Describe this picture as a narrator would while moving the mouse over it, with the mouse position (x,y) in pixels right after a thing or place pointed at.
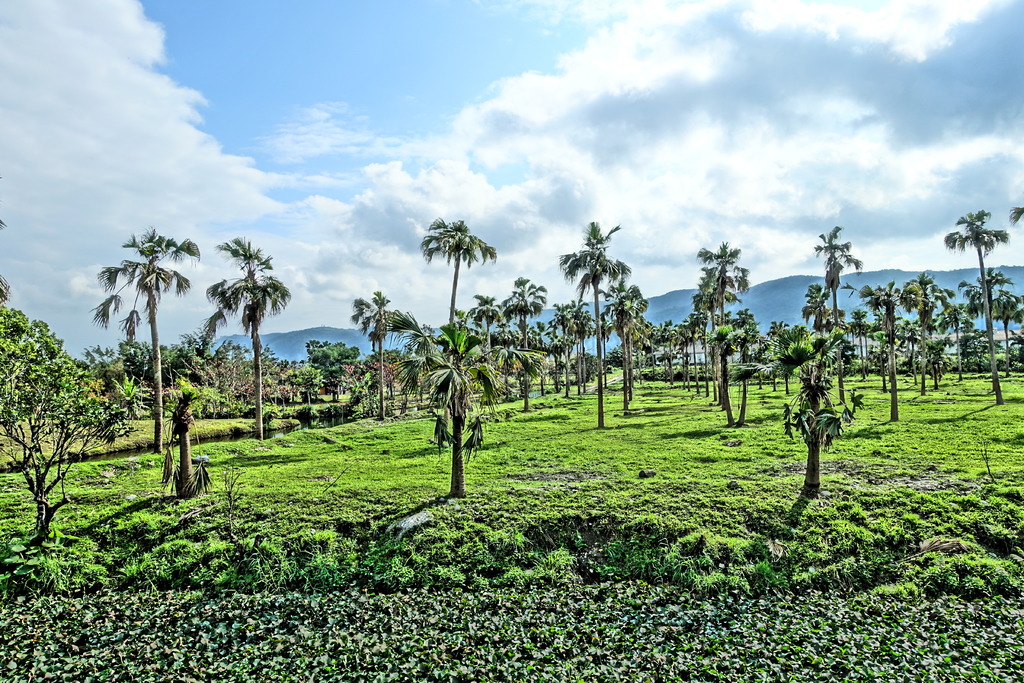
In this image, there are a few trees (806,455), plants (675,577). We can see the ground (635,461) with some grass (591,407). We can see some hills (656,301) and the sky (285,322) with clouds (382,195).
